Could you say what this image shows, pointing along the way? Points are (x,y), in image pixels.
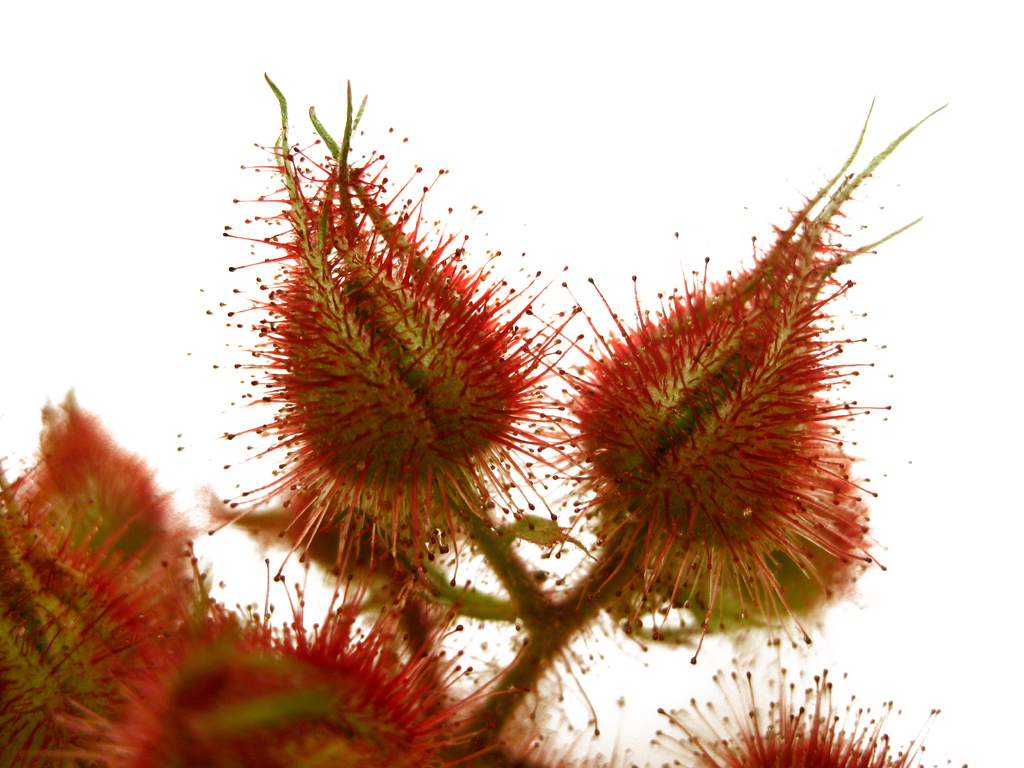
In this picture we can see flowers (62,643).
